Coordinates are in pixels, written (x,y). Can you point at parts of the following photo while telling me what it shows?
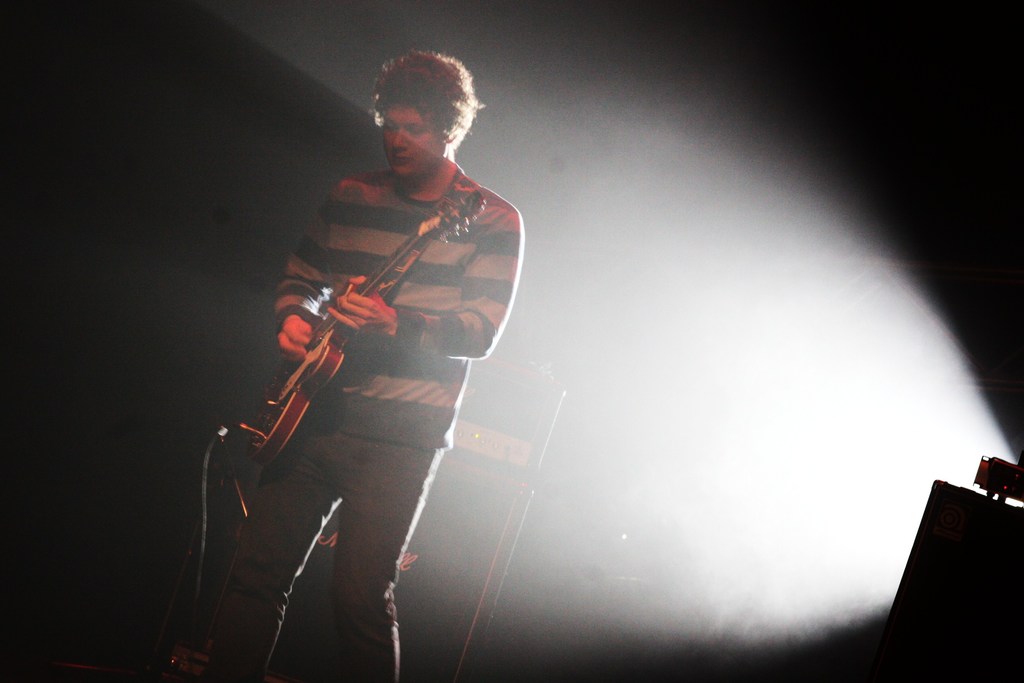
Here we can see a man (426,78) standing on the floor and he is wearing a t-shirt (453,293), and he is playing guitar (307,398).
